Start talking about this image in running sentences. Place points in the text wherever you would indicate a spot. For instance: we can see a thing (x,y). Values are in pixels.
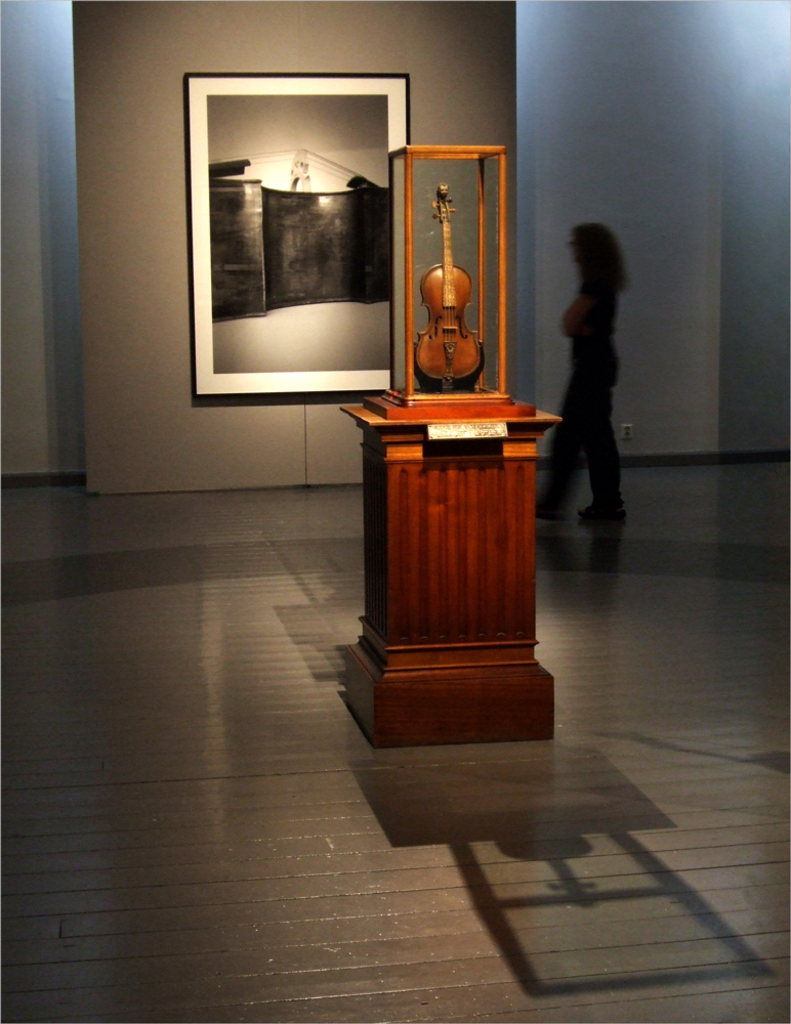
In this picture we can see a person (560,430) walking on the floor (657,579). This is violin (467,272) and there is a wall (173,454). And this is the frame (339,296).
